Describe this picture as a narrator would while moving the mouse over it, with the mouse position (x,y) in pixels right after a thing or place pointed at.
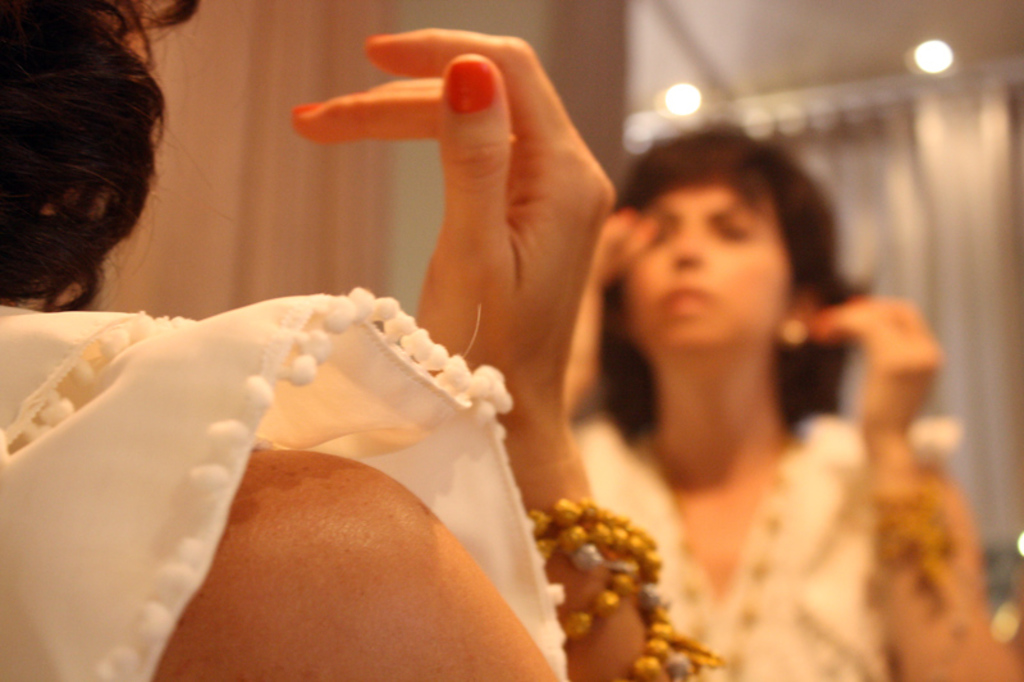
In this image we can see there is a person (325,562) standing. In front of her there is a reflection (773,409). And at the back (861,77) it looks like a blur.
